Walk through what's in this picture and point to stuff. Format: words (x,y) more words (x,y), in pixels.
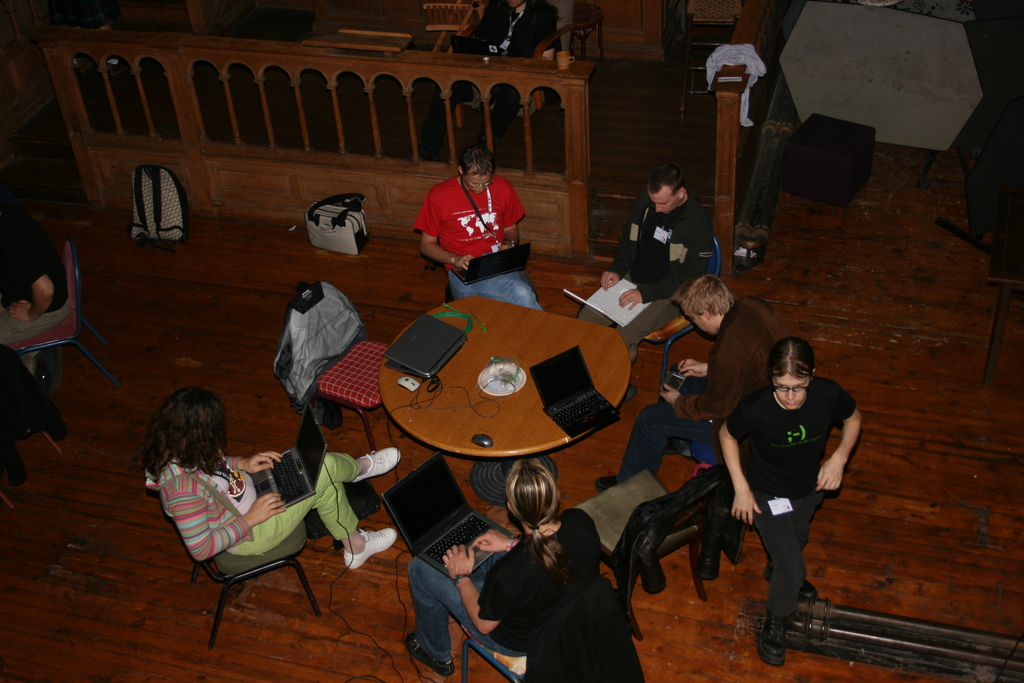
In the image few people (512,646) are sitting and holding some laptops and there are some bags (180,217) and tables (500,347), on the tables (421,441) there are some laptops (424,358) and mouses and wires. Behind them there is fencing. Behind the fencing (336,80) there are some chairs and tables (882,6).
